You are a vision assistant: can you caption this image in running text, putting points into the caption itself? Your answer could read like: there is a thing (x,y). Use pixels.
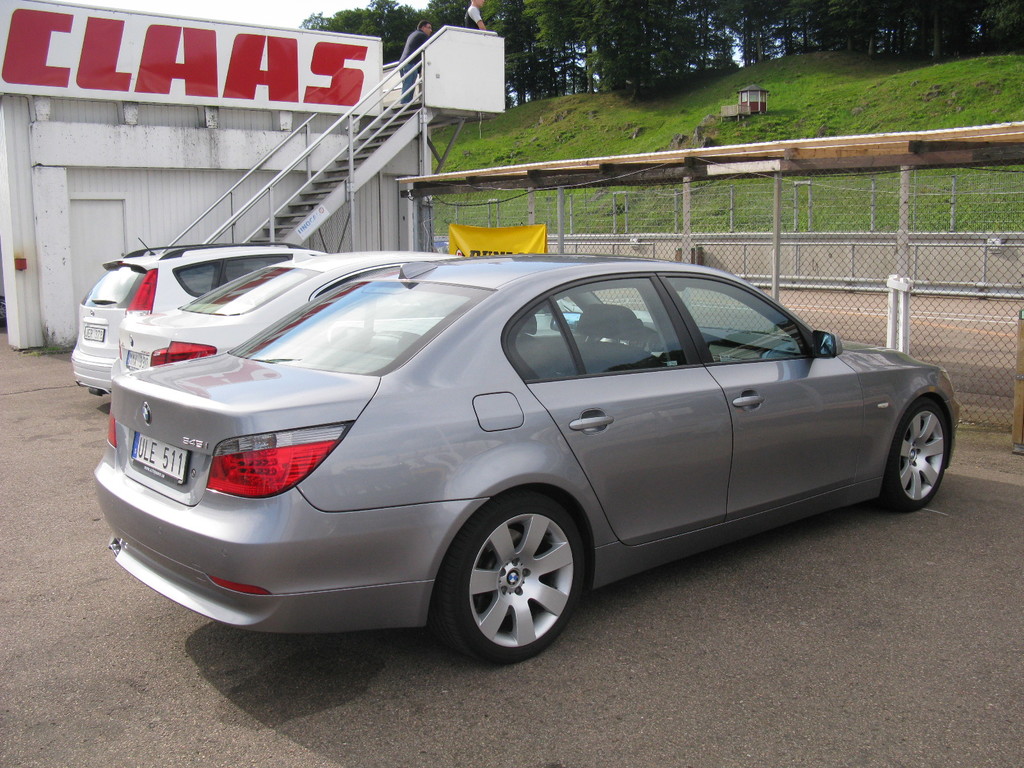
In this image we can see there are cars (295,582) parked on the road (75,525), beside that there is a shed (367,58) with stairs (447,79) where two people (416,40) are standing and also there is a hill (494,152) in front of that, which is covered with grass (665,127) and trees (821,45).
